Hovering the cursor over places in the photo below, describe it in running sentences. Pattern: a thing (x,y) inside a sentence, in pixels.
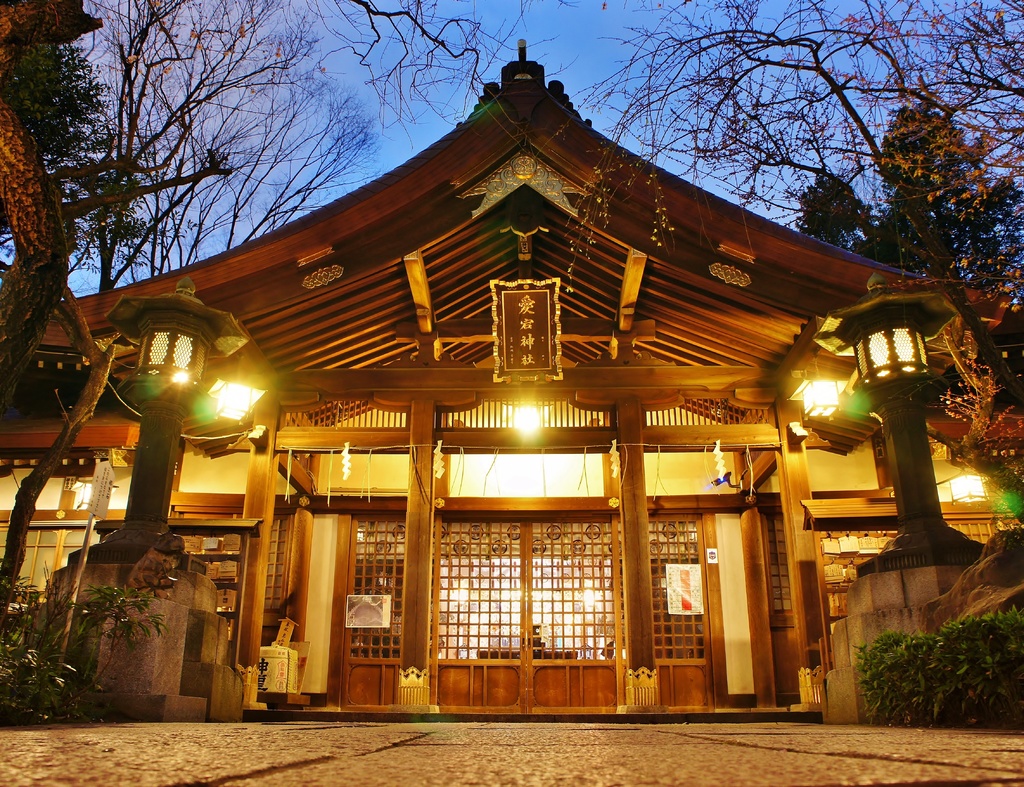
In this image we can see one house (561,428), two lights (922,319) attached to the pillars (898,536), some decorative items (717,461) attached to the house (268,435), some lights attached to the ceiling (680,311), some objects (599,643) in the house (499,413), one board (531,337) with text (530,308) attached to the house (633,399), one poster (362,614) with an image (372,606), one poster (695,587) with text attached to the house (526,579) near the door (551,626), one object (542,641) attached to the house (564,643), some objects (288,682) on the surface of the floor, one board (106,496) with text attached to the pole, some trees (945,196) and plants (1019,509) on the ground (238,732). At the top (503,18) there is the sky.
